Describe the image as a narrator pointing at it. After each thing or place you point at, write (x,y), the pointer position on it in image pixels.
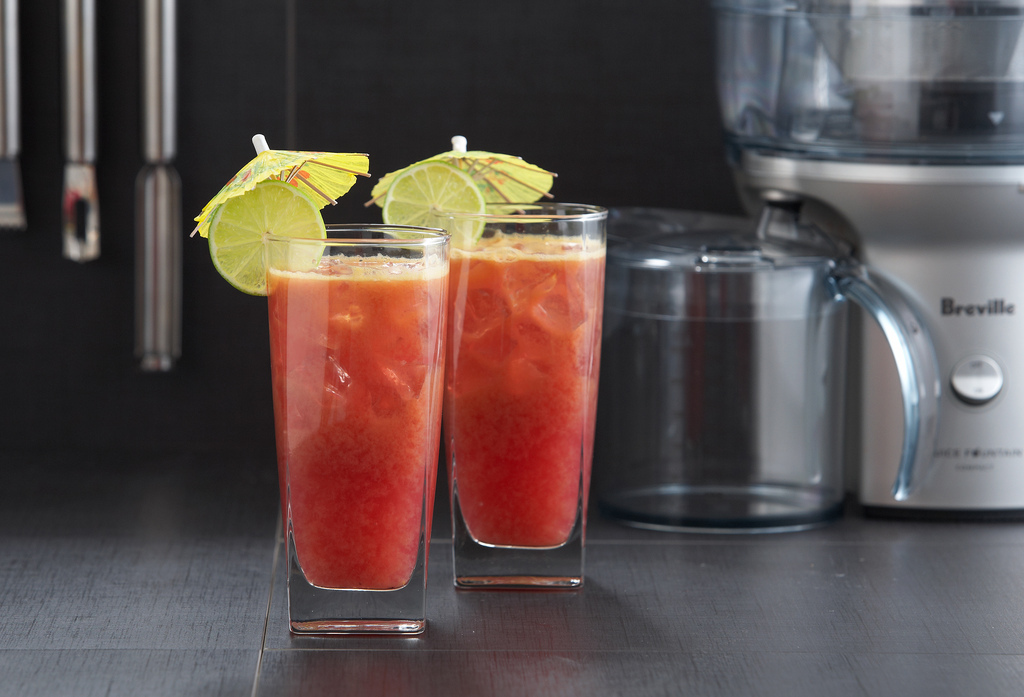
In this image I can see the black colored surface (221,598) and on the black colored surface (591,567) I can see 2 glasses (492,490) with orange colors liquid (357,429) in them and 2 lemon pieces (303,213) and small umbrellas (314,174) on the glass (373,244). In the background (871,439) I can see few other equipments (701,236) and utensils (167,112).
